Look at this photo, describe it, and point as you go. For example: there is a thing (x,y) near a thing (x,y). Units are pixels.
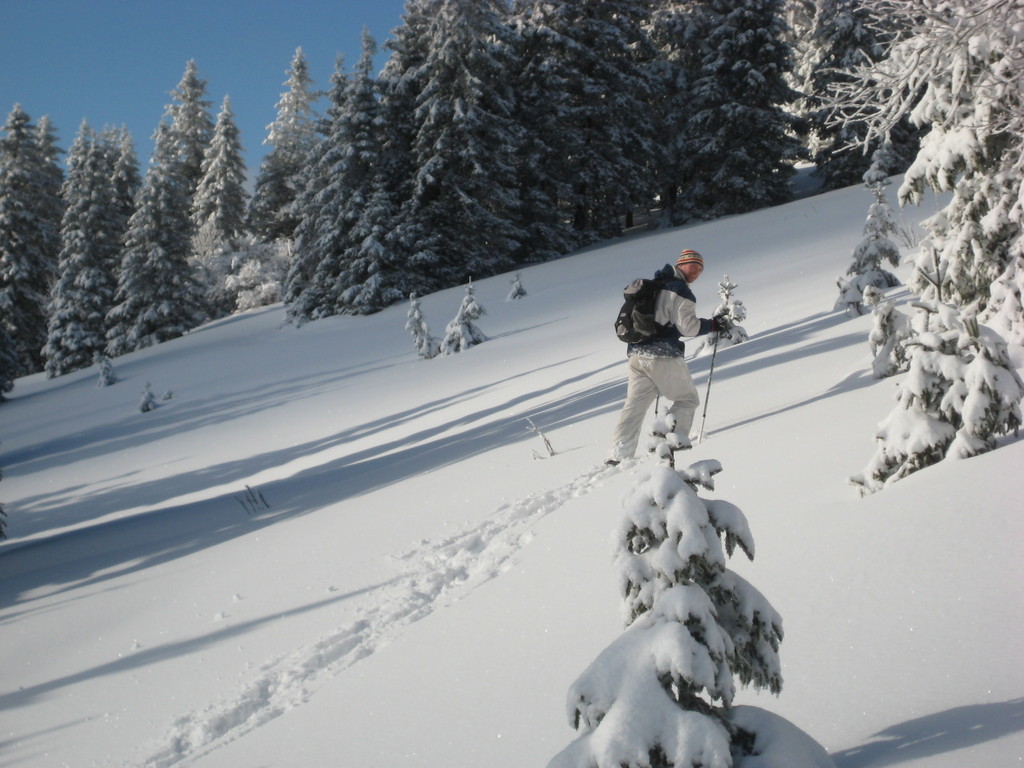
In this picture I can observe a man (633,442) walking on the snow (647,422). This man (677,411) is holding a stick (709,387) in his hand (716,327). I can observe some snow (652,510) on the trees (584,156). In the background (182,73) there is a sky (208,51).
